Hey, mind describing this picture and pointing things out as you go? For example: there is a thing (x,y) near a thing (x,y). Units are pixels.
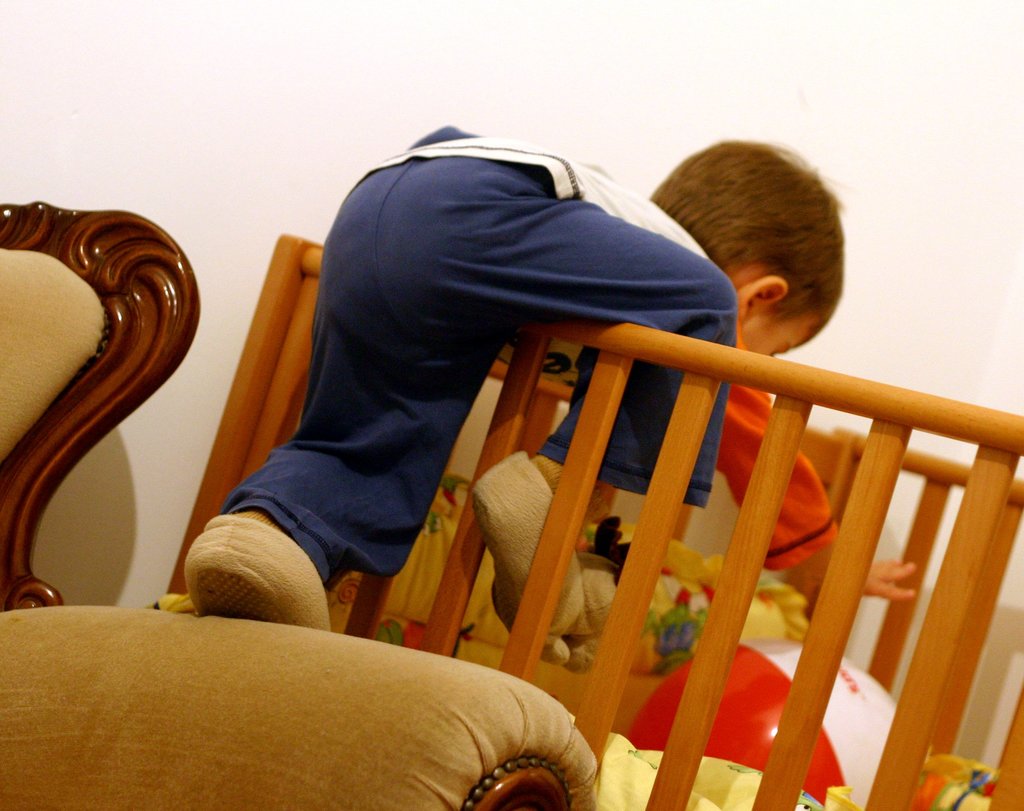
In this image I see a baby's crib (566,480) over here and I see ball (865,687) over here which is of red and white in color and I see a boy (437,271) on this crib (515,381) and I see the couch (65,231) over here. In the background (204,155) I see the white wall (393,127).
